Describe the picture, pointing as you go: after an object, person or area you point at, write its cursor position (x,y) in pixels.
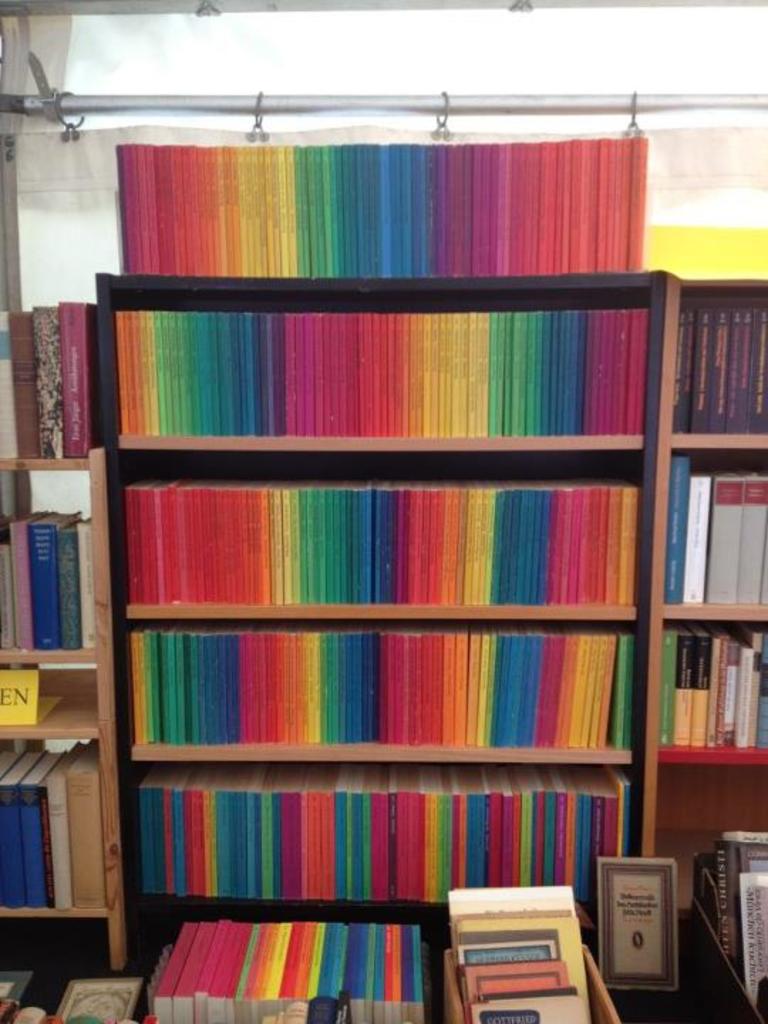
In this picture we can see books (584,984), board (627,972) and objects (606,992) on the platform (632,1003). We can see books (274,181) and board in wooden racks (622,625). In the background of the image (584,95) we can see curtain (732,207) and rod (248,105).
